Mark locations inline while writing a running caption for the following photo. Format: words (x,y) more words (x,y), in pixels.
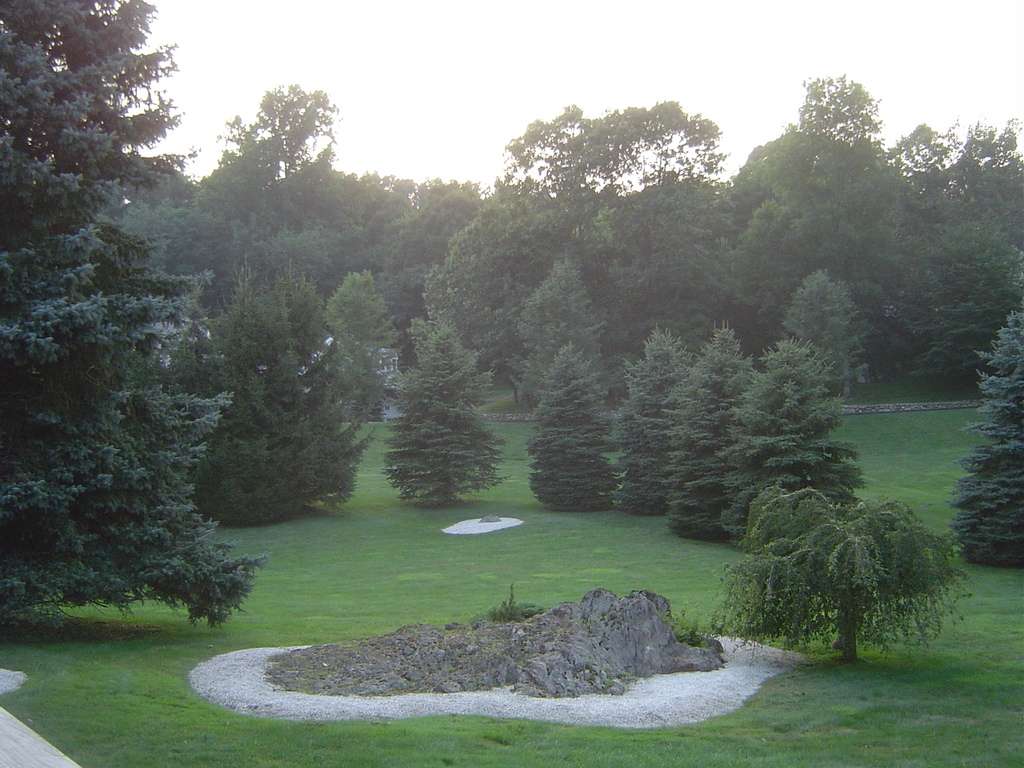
In this picture we can see grass (531,531), few trees (406,465) and houses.
